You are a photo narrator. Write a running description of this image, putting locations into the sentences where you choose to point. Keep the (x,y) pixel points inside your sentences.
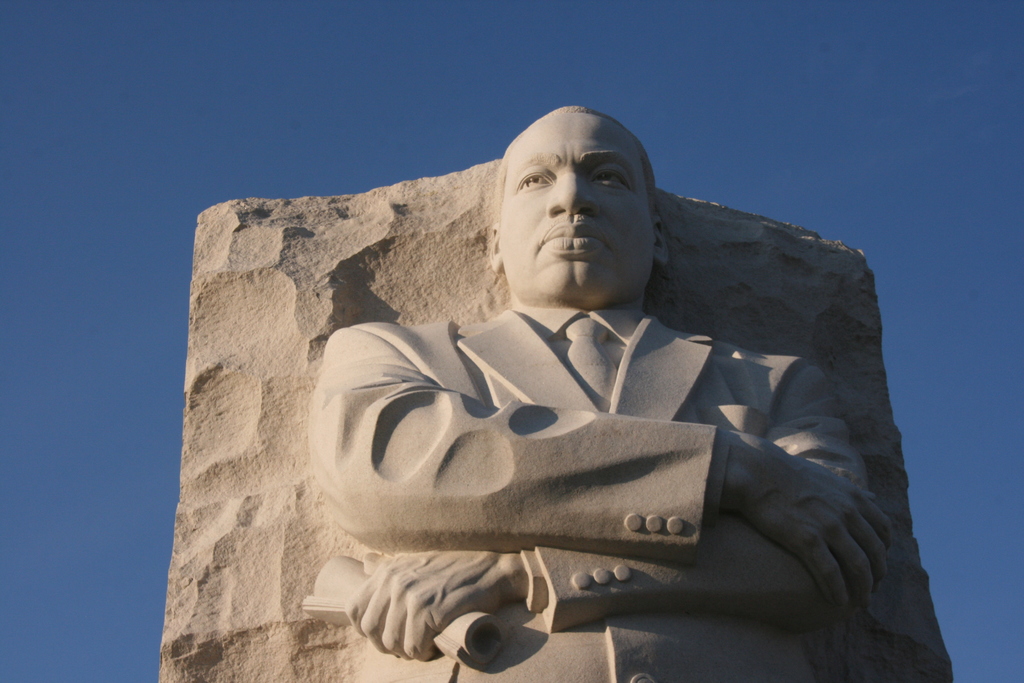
In the image in the center (535,408), we can see one statue (515,418). In the background (910,72) we can see the sky (929,93).
